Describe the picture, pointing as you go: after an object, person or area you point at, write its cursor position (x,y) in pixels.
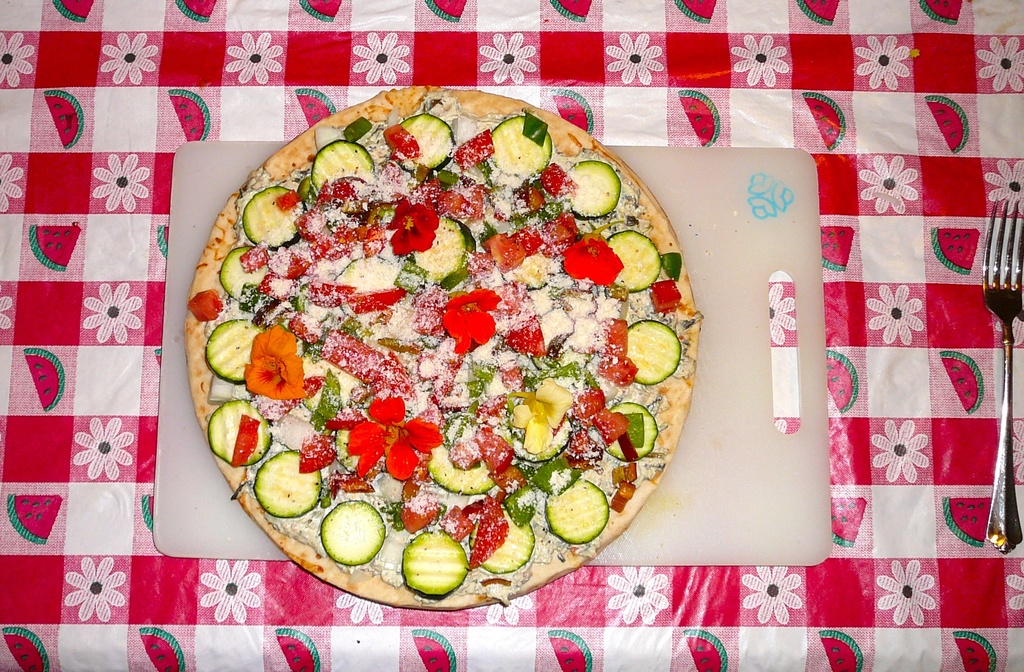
In this image we can see a food item (537,353) on a cutting table (710,417). On the right side (1009,294) there is a fork (1001,312). Also there is a tablecloth (393,620).
